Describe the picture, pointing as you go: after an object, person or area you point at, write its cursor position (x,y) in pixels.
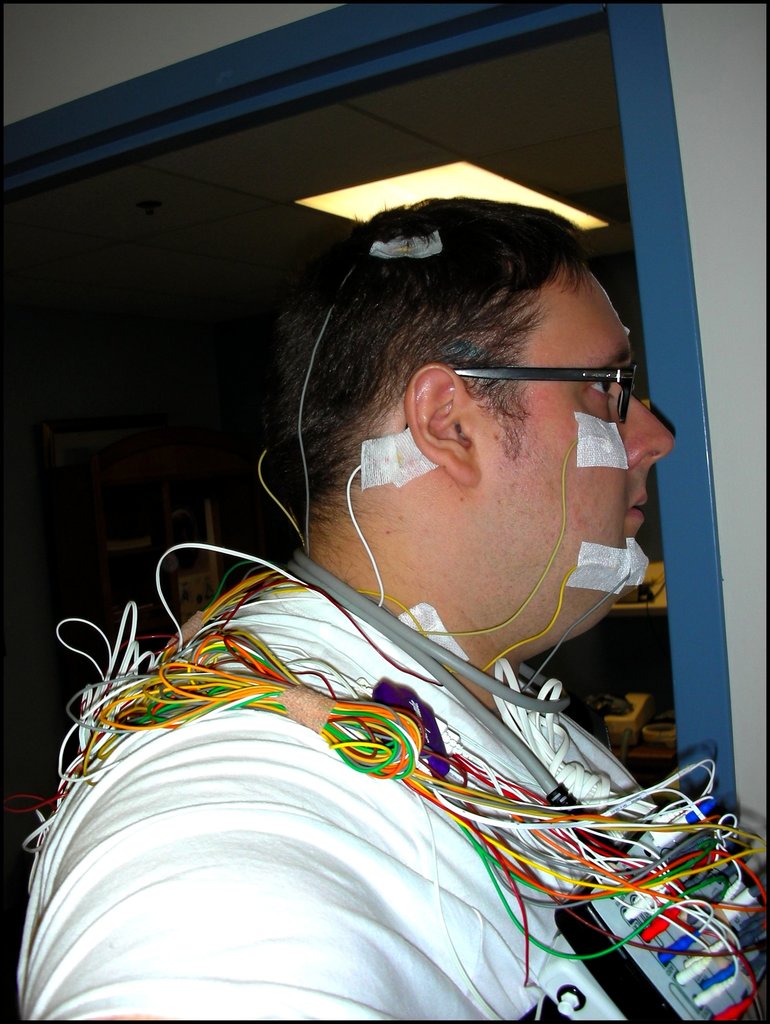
This image is taken indoors. In the background (719,295) there is a wall (727,75). There are a few things (611,715) on the shelves (650,750). In the middle of the image (369,556) there is a man (378,917) and there are many wires (513,819) on him. There is a ceiling (352,141) with a light (398,198).
